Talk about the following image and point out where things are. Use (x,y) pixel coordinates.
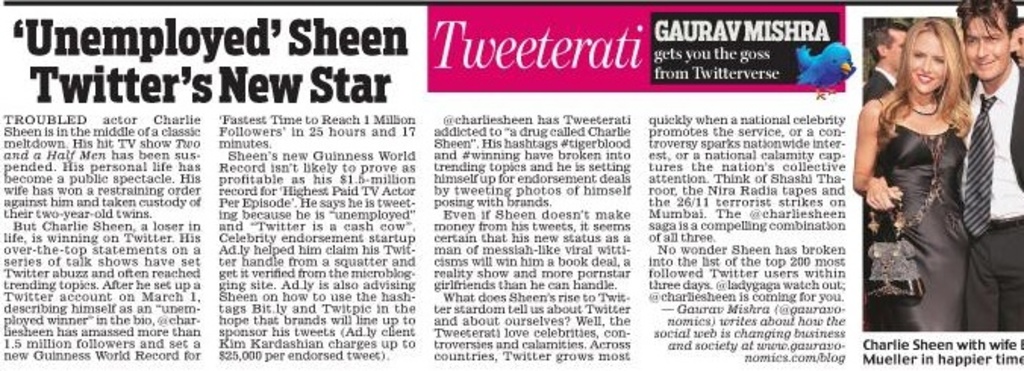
In this image I can see an article (561,112) and on the right side of this image (867,161) I can see picture (916,61) of few people (957,126).
